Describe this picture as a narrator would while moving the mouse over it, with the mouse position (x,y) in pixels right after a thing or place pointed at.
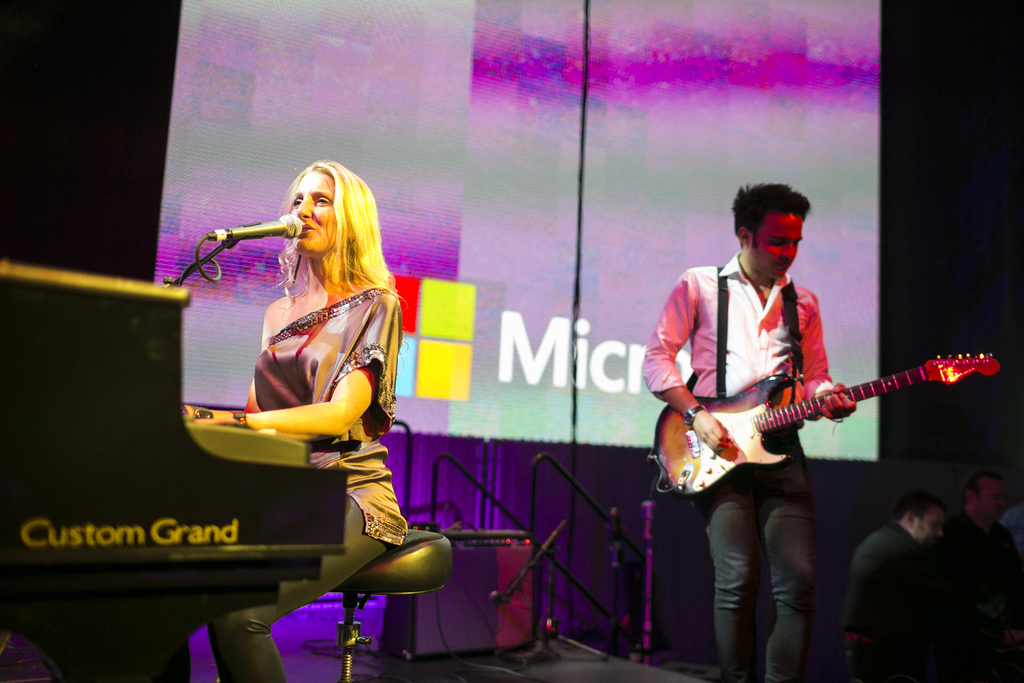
In this image I see a woman (400,525) who is sitting on the stool (404,551) and she is in front of a mic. I can also see a man (690,335) who is holding a guitar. In the background (633,373) I see a screen (610,429) and 2 persons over here.
